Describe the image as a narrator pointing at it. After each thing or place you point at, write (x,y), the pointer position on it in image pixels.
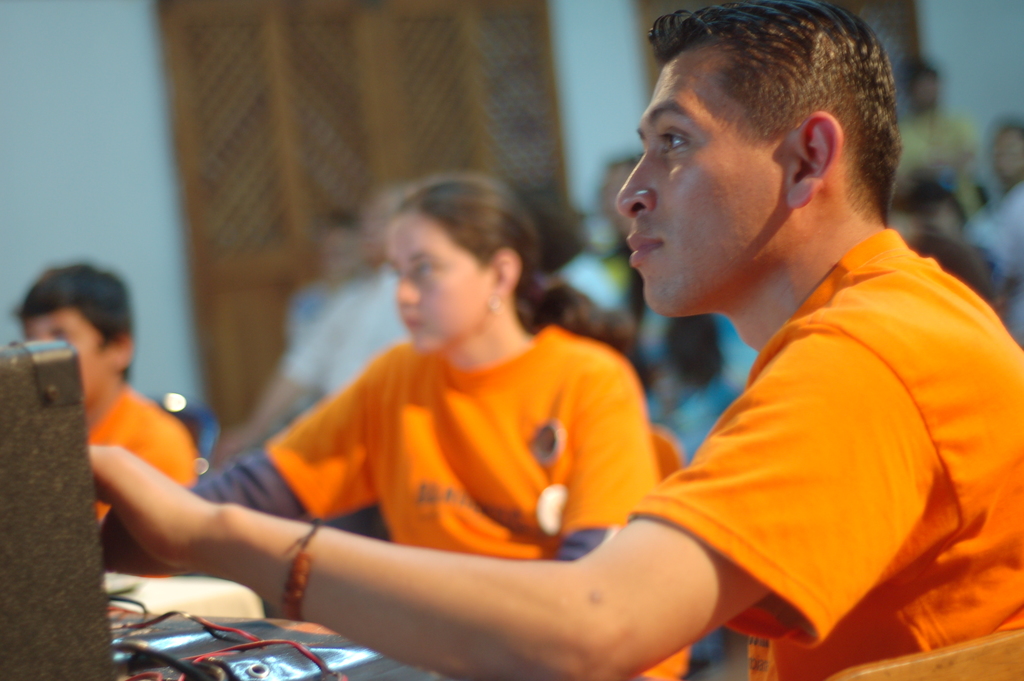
In the center of the image (487,331) a group of people (468,377) are sitting on the chairs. On the left side of the image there is a table (181,636). On the table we can see some objects (149,588). In the background of the image (237,214) we can see wall (29,192), boards (456,108).
